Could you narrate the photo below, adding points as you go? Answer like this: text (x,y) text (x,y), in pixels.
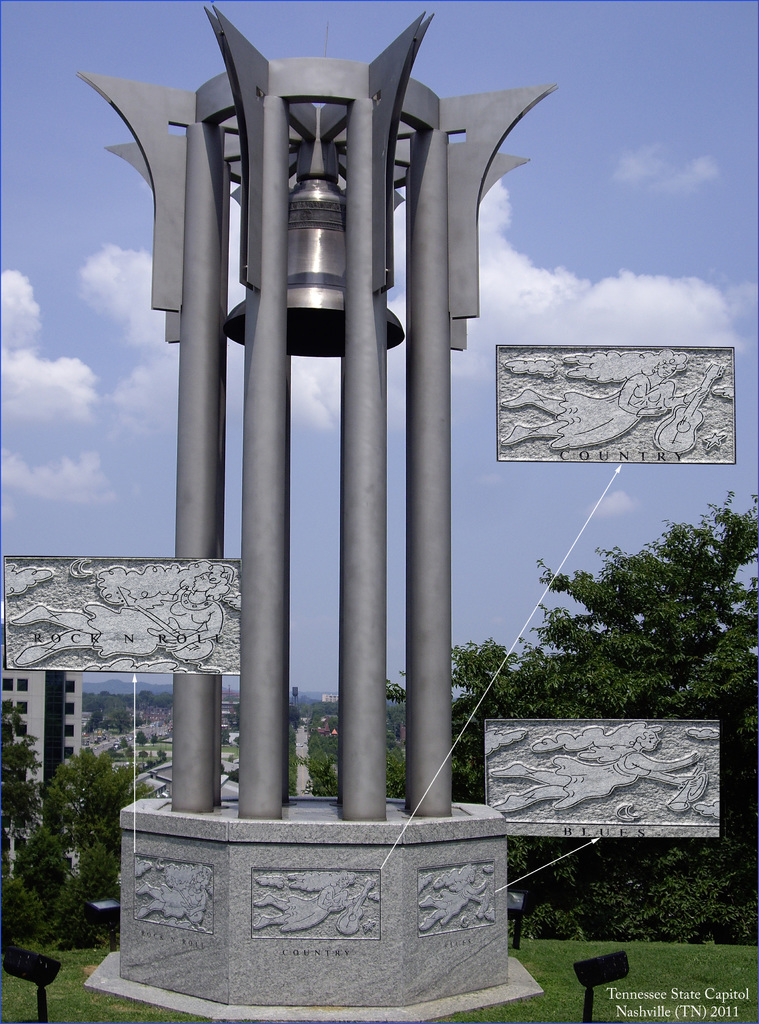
Here in this picture we can see a memorial (373,156) present on the ground (134,1014), as we can see poles (207,704) around it with a bell (290,287) in the middle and we can also see other designs (210,896) on it described and we can see the ground (681,962) is fully covered with grass (488,1011) and we can also see plants (590,864) and trees (615,669) present and in the far we can see buildings (81,743) and houses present and we can see clouds (295,406) in the sky (562,222).
